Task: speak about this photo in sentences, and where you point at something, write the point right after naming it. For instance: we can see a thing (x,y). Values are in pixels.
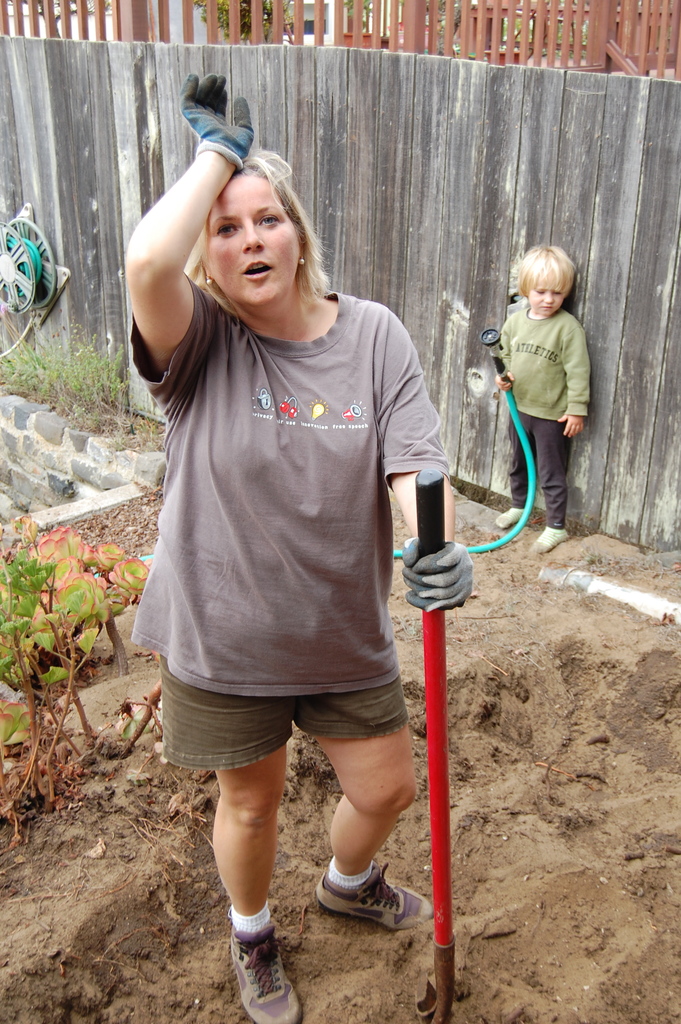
A woman (295,545) is holding a stick (438,818). Background (451,114) there is a wooden wall (450,90), kid (525,400), grill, pipe (528,504), plant (86,579) and things (54,465).
